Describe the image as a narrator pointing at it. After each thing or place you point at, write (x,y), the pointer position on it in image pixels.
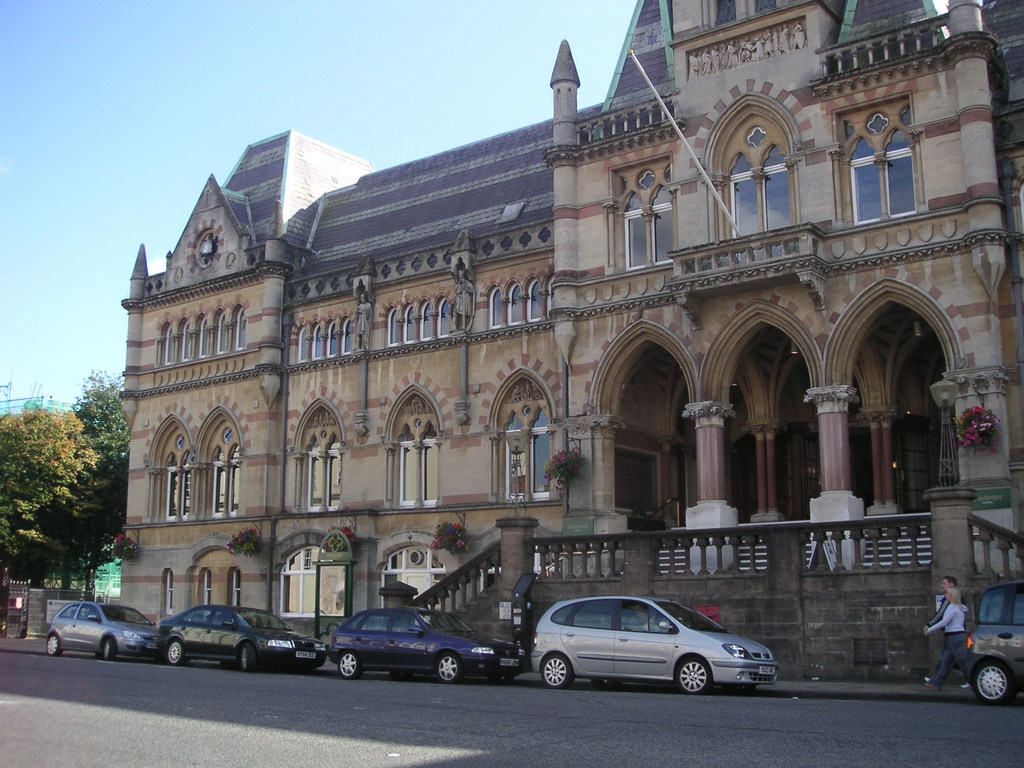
In this picture we can see cars (216,644) on the road (202,718), building (203,372) with windows (422,323), trees (83,463), pillars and two persons (946,657) walking on footpath (915,688) and in the background (75,192) we can see the sky (339,94).
